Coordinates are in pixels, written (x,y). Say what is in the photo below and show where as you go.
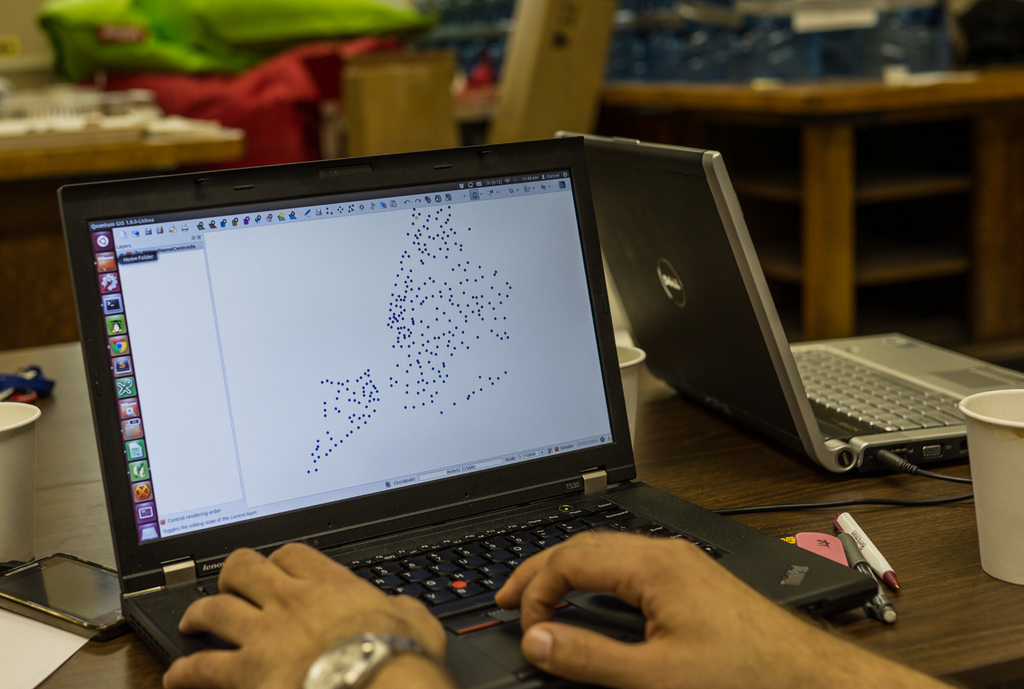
In this picture, we see a brown table (947,616) on which glasses (2,462), laptops (612,513), ID card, mobile phone (78,574) and pens (844,533) are placed. At the bottom (602,565), we see the hands (313,612) of the person (351,575) who is wearing a watch (349,667). On the right side (693,114), we see a table (780,91) on which the blue color objects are placed. Beside that, we see the carton boxes (446,69). Beside that, we see an object (266,55) in green and red color. In the left top (76,133), we see a table (108,131) on which white color objects (98,116) are placed. This picture is blurred in the background (765,169).
